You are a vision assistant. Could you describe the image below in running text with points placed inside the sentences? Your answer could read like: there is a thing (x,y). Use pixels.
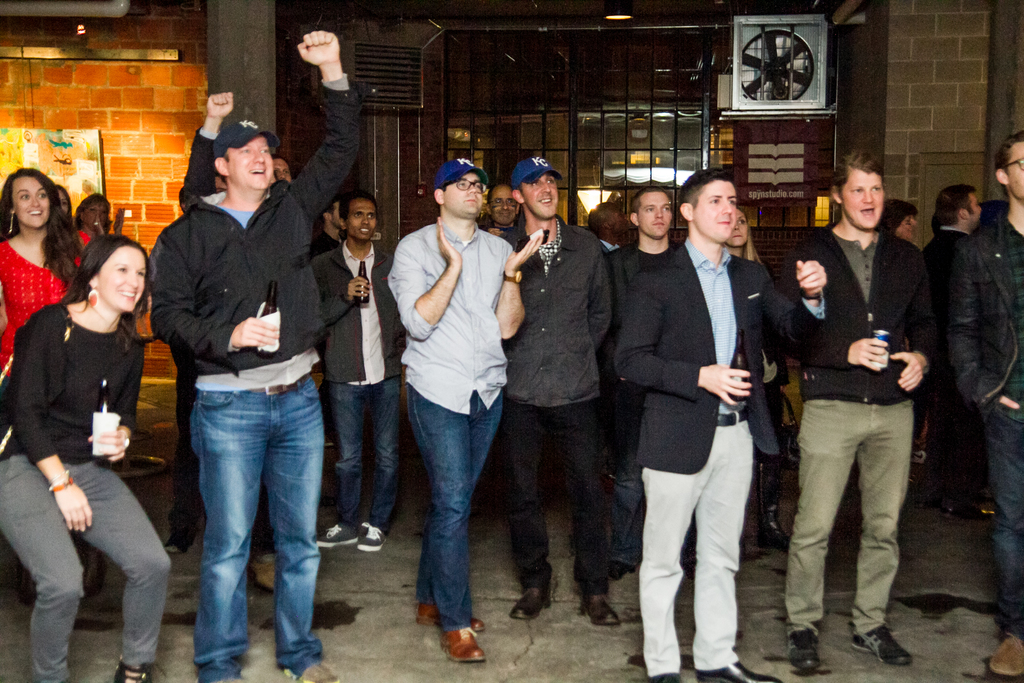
There are many people (413,301). Some are holding bottles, some are wearing caps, watches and specs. In the back (175,147) there is a window (636,110), brick wall (121,158) and there is an exhaust fan (783,76) on the wall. Also there is a poster (90,153) on the wall (132,143).
